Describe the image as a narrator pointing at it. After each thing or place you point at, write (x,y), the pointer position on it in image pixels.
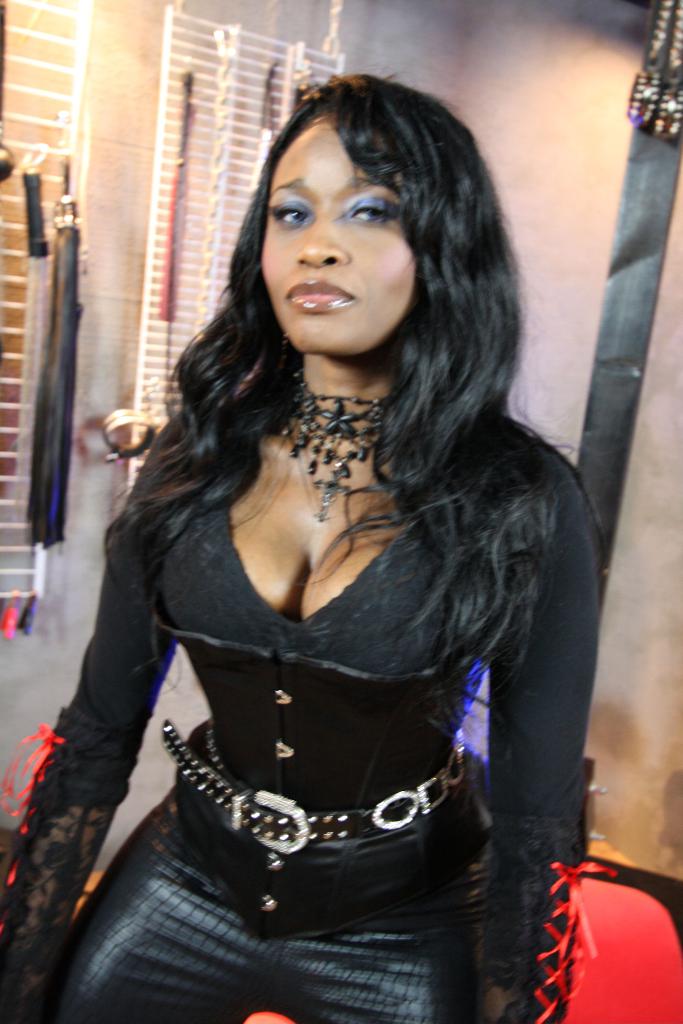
In this image I can see a woman (407,717) wearing black color dress (510,715), sitting on a chair (592,960) and giving pose for the picture. In the background (507,42), I can see a wall (550,157) to which few objects (38,205) are attached.
